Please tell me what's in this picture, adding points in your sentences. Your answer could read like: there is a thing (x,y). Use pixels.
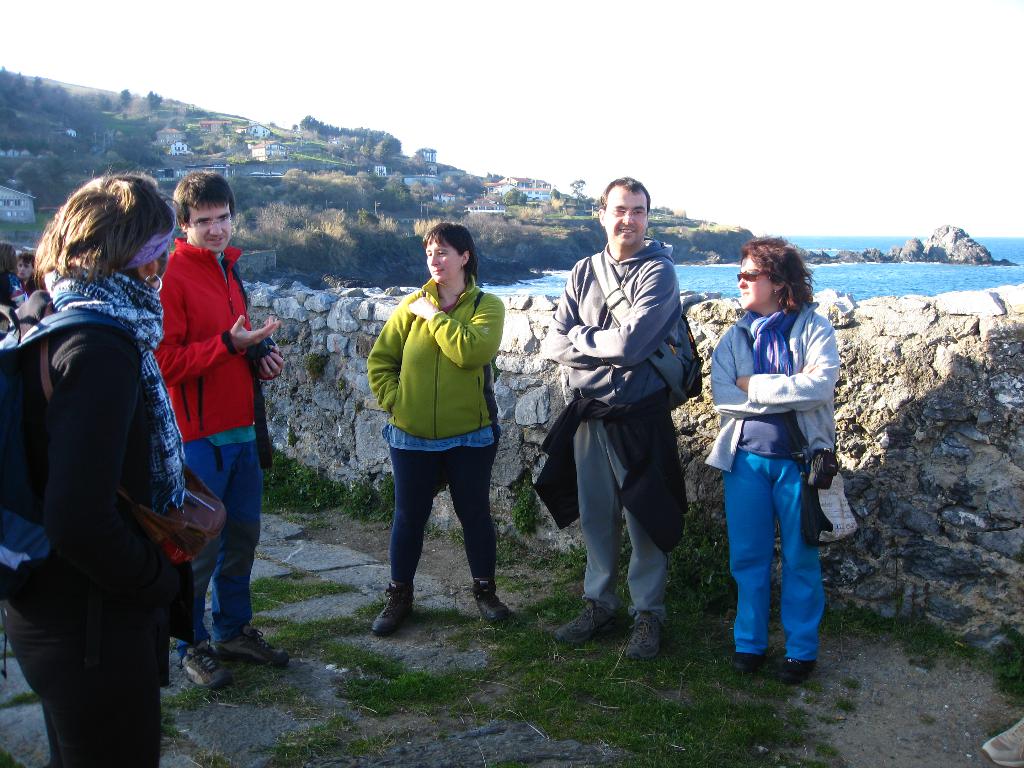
In this image there are a few people (467,394) standing, behind them there is a wall (256,317) and in the background (271,153) there are buildings (537,197), trees (254,201), sea (840,239) and the sky (858,149).
